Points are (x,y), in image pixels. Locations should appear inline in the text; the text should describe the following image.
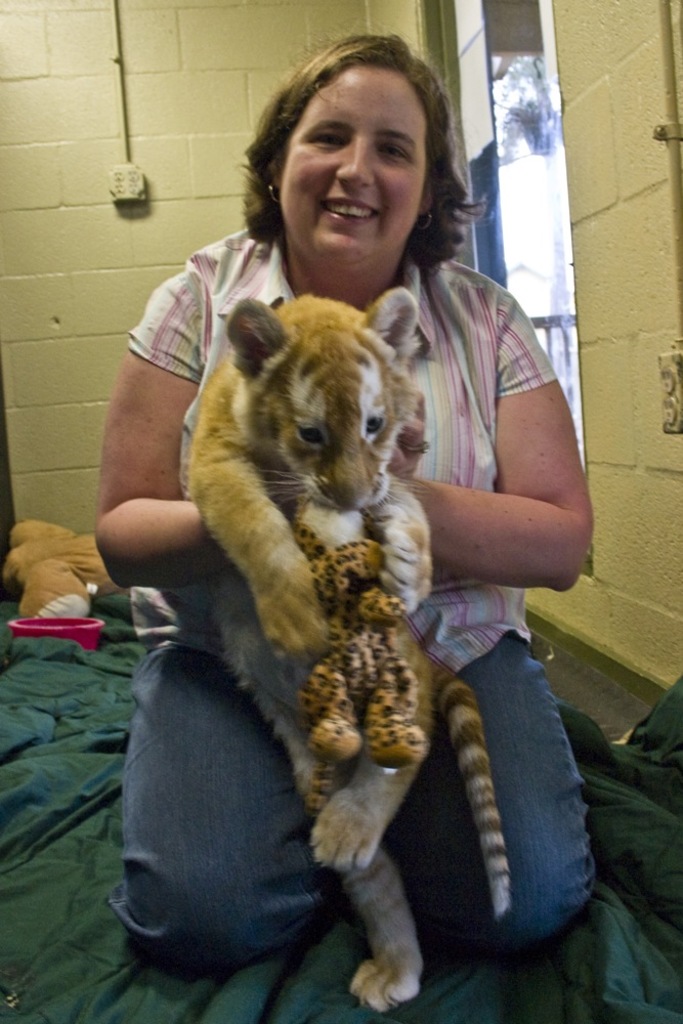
In the picture we can see a woman (541,524) sitting on the knee (298,879) on the green carpet (616,829) and she is smiling and holding a tiger cub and in the background (599,188), we can see a bowl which is pink in color and to the wall (631,152) we can see a switch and a pipe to it.
